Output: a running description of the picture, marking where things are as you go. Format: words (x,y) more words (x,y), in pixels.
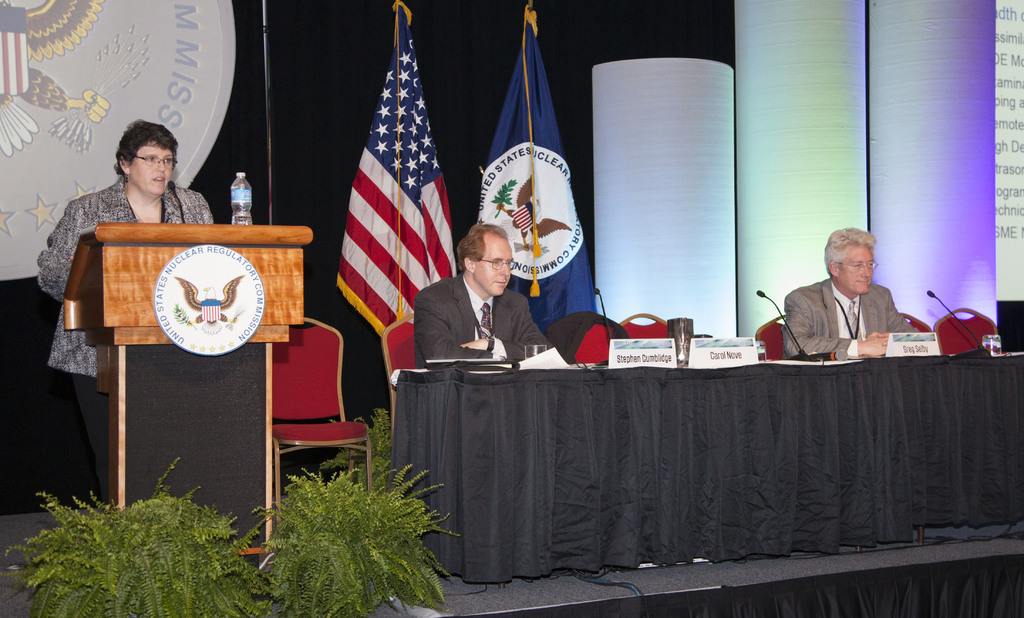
In this image two persons (419,321) are wearing suit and tie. Before them there is a table (565,373) having few mikes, name boards (670,350), glasses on it. Left side (146,201) a person (160,213) is standing behind the podium (181,295) having a bottle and a mike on it. There are two flags (398,159). Before the podium (233,393) there are two plants (228,546). Left side (6,240) there is a banner (14,185).
